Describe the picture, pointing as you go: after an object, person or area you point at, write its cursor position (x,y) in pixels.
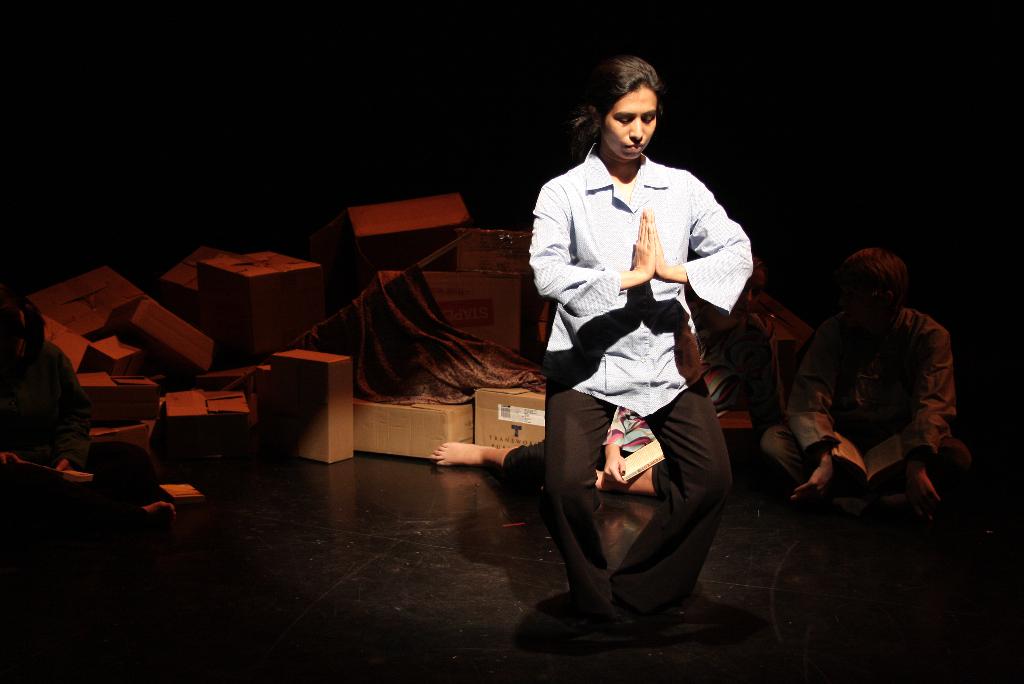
In this image there is a woman (620,322) standing and giving a pose, in the background (871,399) there are three persons (477,463) sitting and there are boxes (327,373).
